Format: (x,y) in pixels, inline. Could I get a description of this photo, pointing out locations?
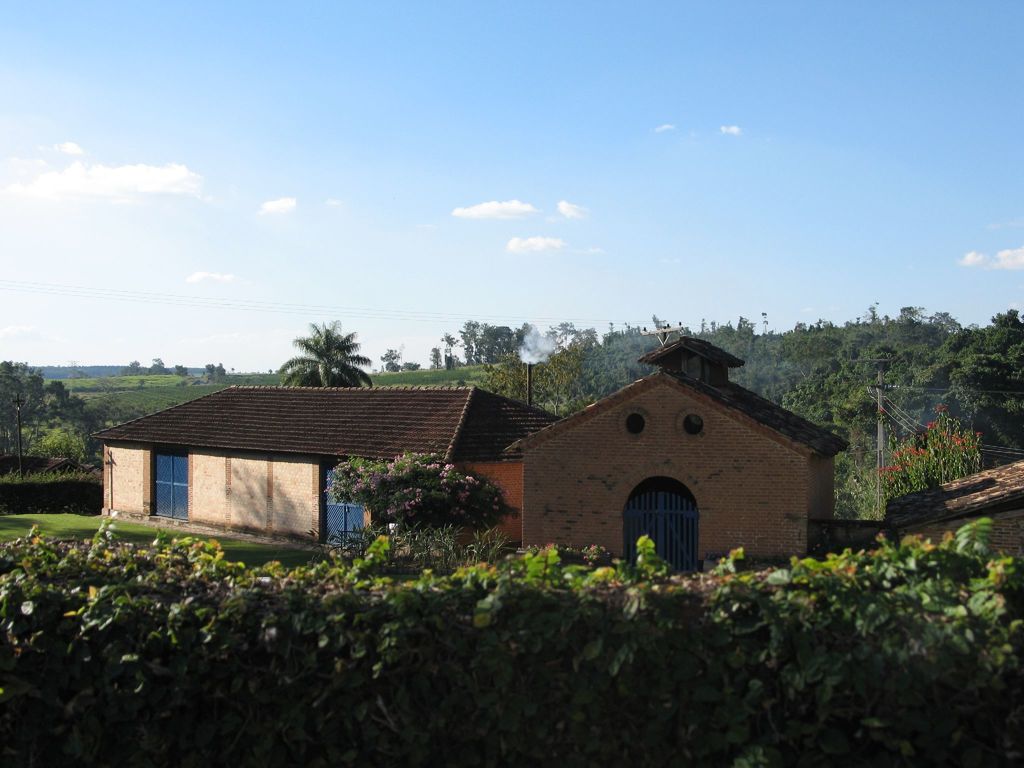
In this image I see few houses (635,486) and I see the plants (298,622) over here and I see number of trees (65,439) and I see a pole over here and I see the wires (932,388) and I see the smoke (545,349) over here. In the background (29,347) I see the clear sky (674,146).
